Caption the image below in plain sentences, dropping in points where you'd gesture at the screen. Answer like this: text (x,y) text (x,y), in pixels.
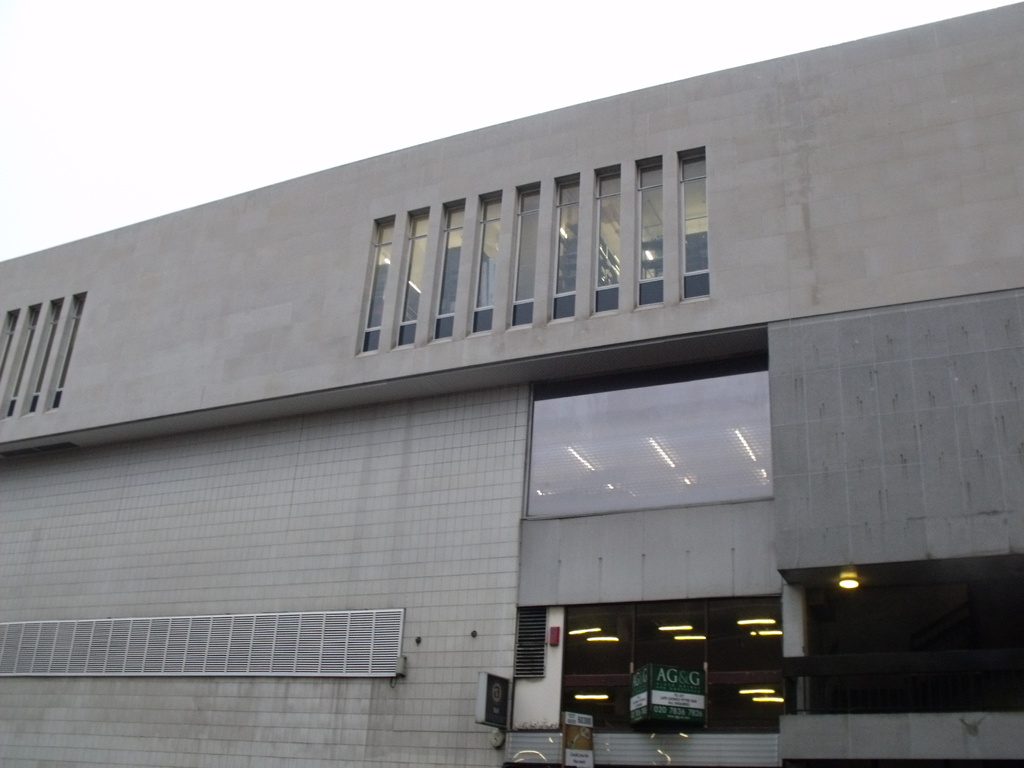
This image is taken outdoors. At the top of the image (138,140) there is a sky (249,96). In the middle of the image (524,350) there is a building (877,392) with walls (264,441), windows (747,598) and door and there are a few lights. There are a few boards (675,708) with text (675,708) on them.
